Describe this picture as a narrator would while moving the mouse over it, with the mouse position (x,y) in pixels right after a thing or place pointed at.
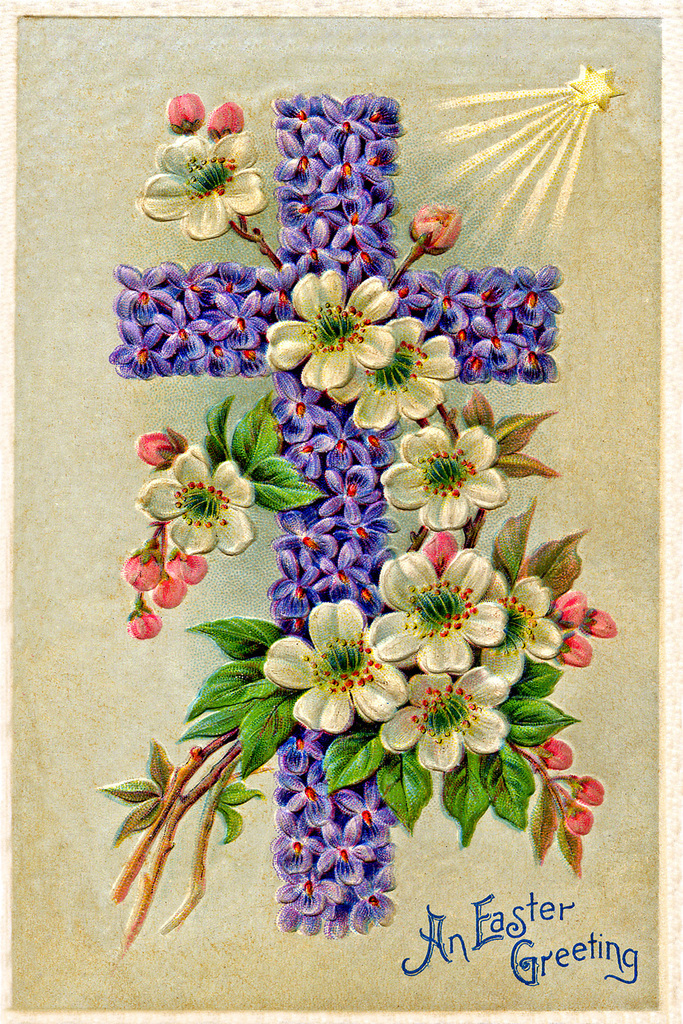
This image consists of a poster (253,716) with a few images (343,755) of flowers (317,791), leaves (281,720) and buds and there is a text (532,979) on it. There is a cross symbol (359,229).
